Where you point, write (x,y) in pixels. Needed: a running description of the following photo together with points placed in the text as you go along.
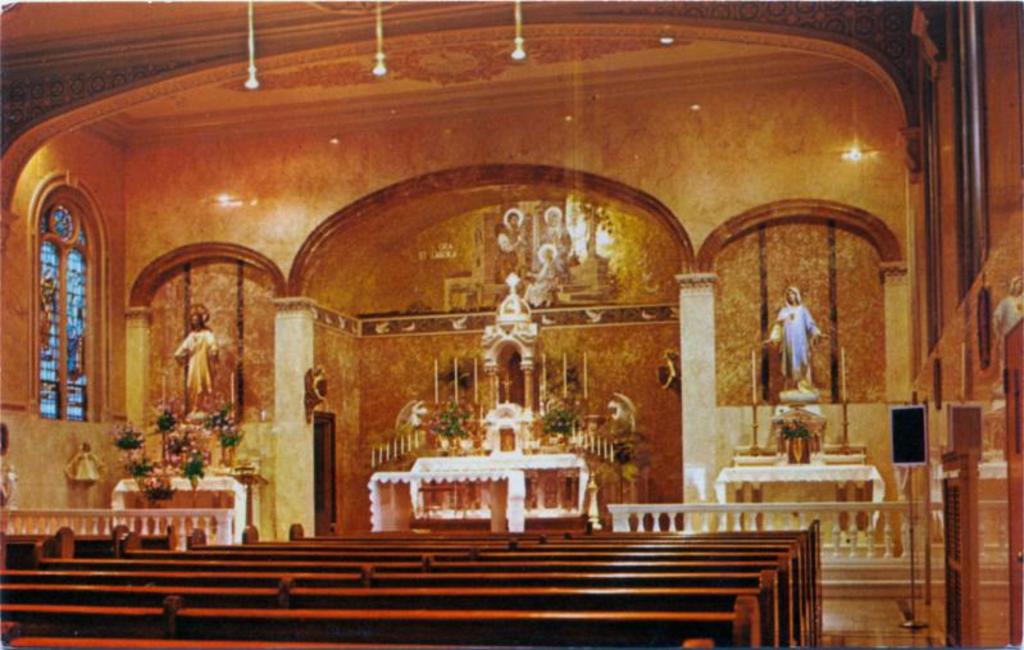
This is inside a church (350,471). There are benches (378,591). On the table (412,464) there are flower bouquets (786,434). Also there are statues (196,366), candles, lights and windows (59,325).
